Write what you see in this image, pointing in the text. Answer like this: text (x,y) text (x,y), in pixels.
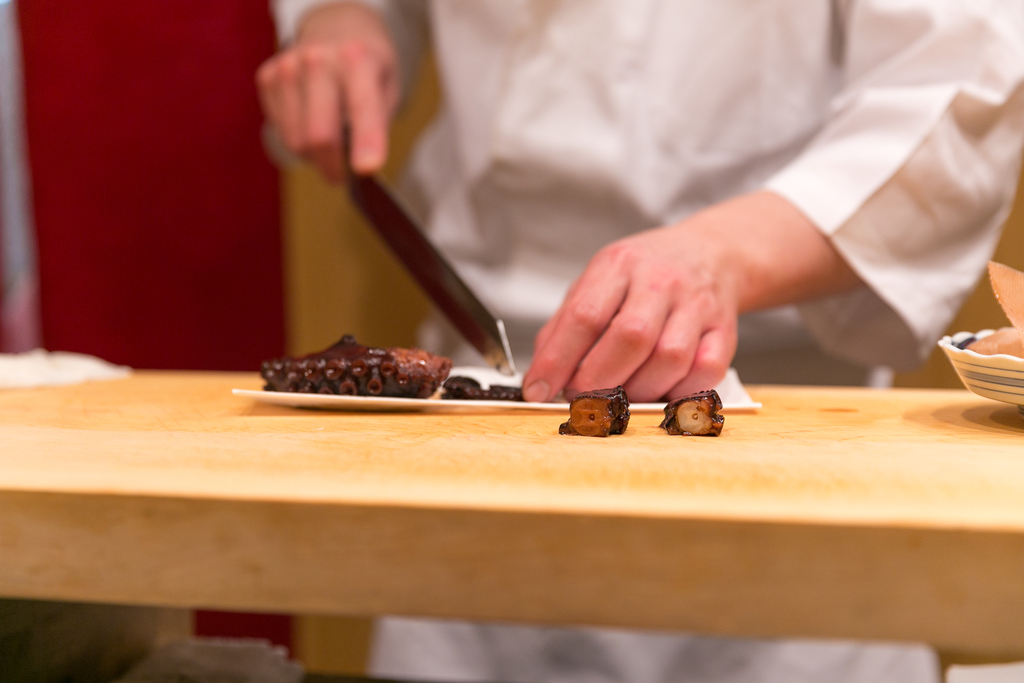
In the image there are some food items (599,422) being chopped by the chef (504,106).
